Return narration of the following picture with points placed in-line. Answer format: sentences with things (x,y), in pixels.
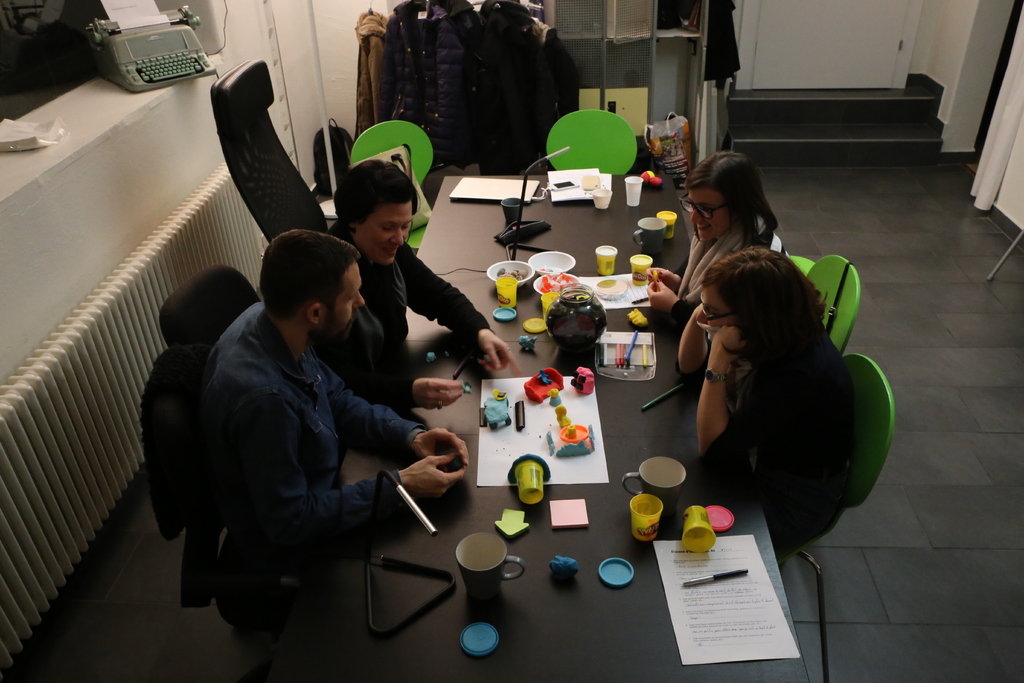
Here we can see a group of people (392,259) are sitting on the chair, and in front (639,422) here is the table (616,402) and papers (520,436) and some objects (546,478) on it, and here are the jackets (472,86), and here is the wall (96,230).
